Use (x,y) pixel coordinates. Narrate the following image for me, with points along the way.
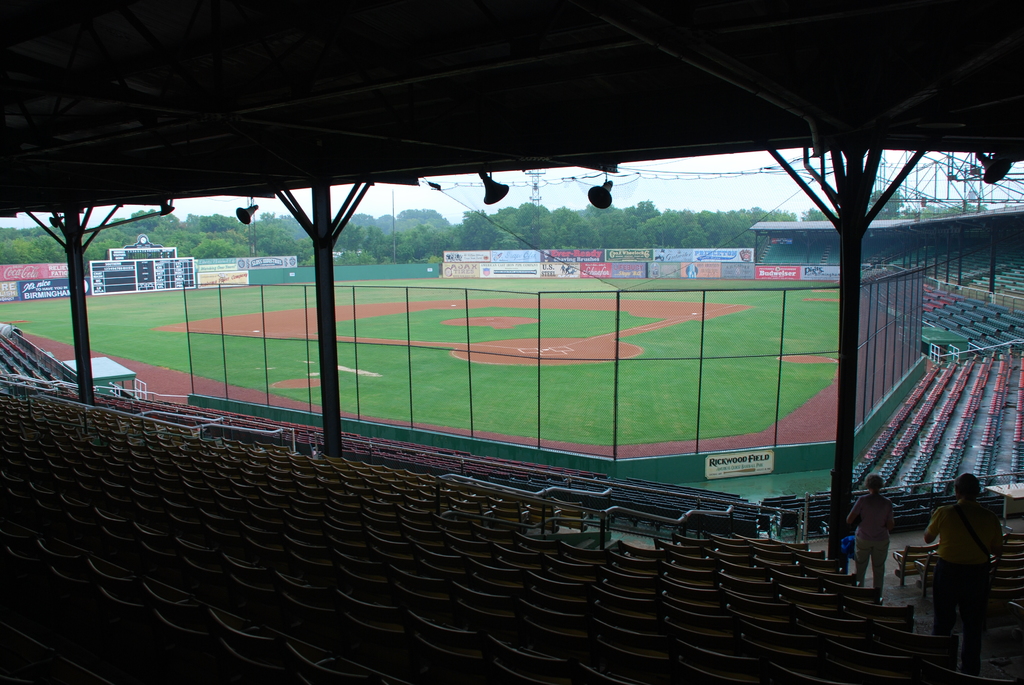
This is a picture of a stadium (509,521). In the foreground of the picture (275,511) there are chairs (344,552). At the top (605,148) it is ceiling (391,174). In the center of the picture (555,313) it is baseball ground (438,324). On the right (976,353) there are chairs (987,308). In the background (490,246) there are trees (669,231), banners (484,265) and scoreboard (129,276). Sky (580,201) is cloudy.
